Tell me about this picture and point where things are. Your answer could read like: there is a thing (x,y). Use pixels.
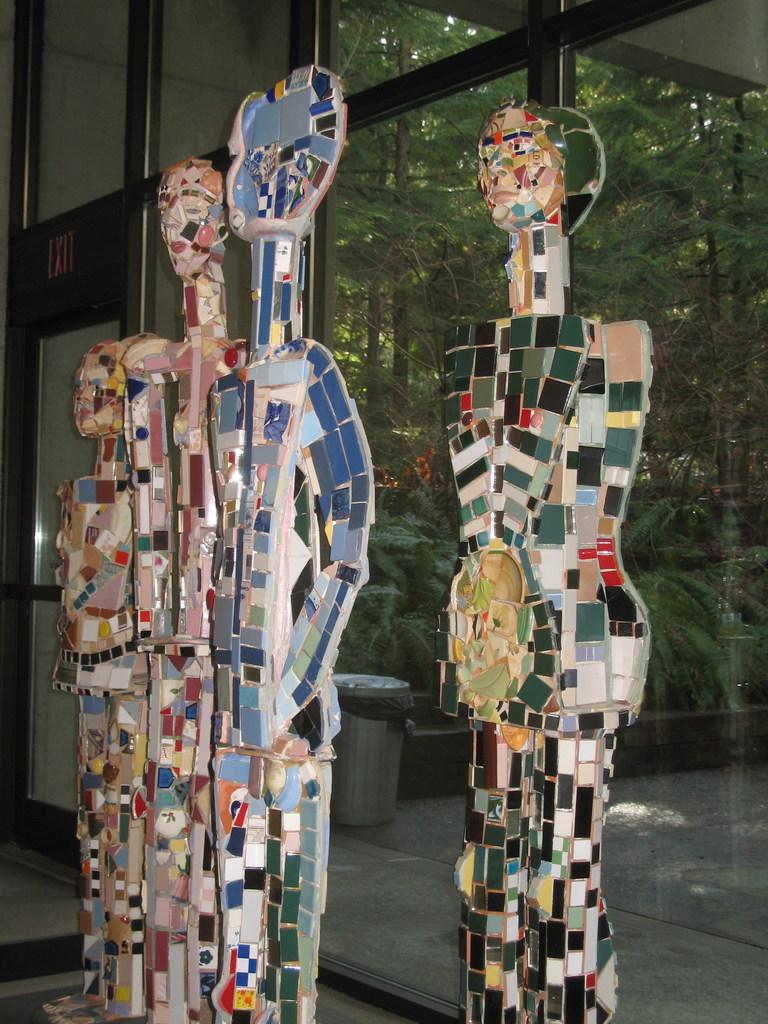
In this image I can see few structures (286,482) which are in the shape of human. These structures (325,643) are colorful. In the background (616,260) I can see the glass (579,313). Through the glass (694,420) I can see the dustbin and trees (661,315).
